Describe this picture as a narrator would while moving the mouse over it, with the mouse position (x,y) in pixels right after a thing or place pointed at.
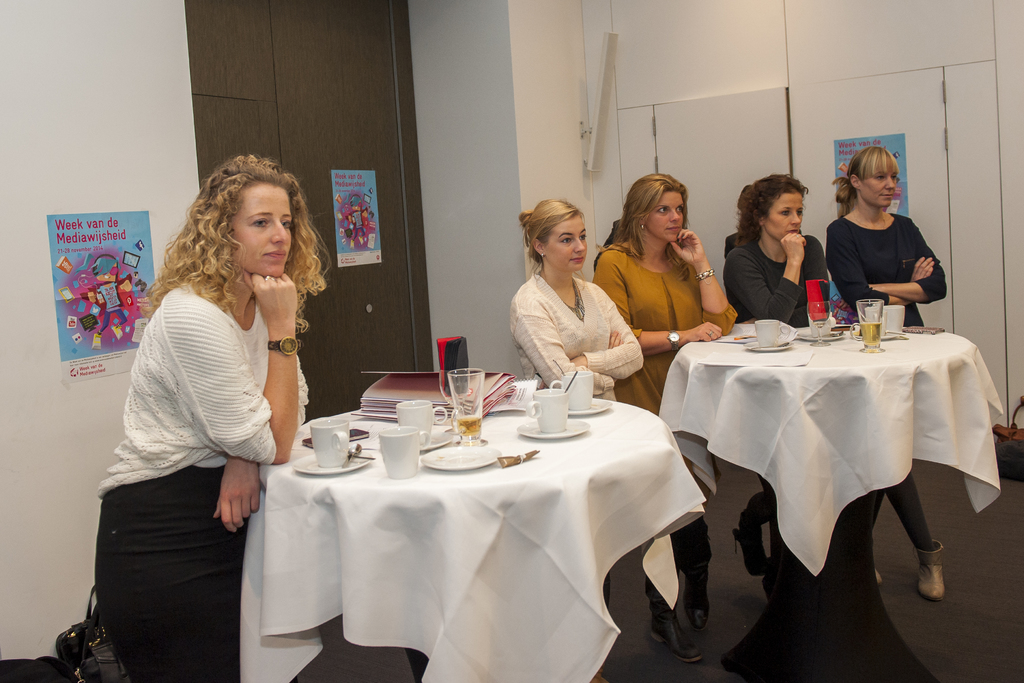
In this image i can see 5 women (597,276) standing in front of a table (672,397), on the table (435,483) i can see few cups (412,447), papers (486,395), a glass (473,401) and a mobile (366,435). In the background (663,54) i can see a wall (647,72), a door (304,114) and few posters (83,230) attached to the wall (155,230).
